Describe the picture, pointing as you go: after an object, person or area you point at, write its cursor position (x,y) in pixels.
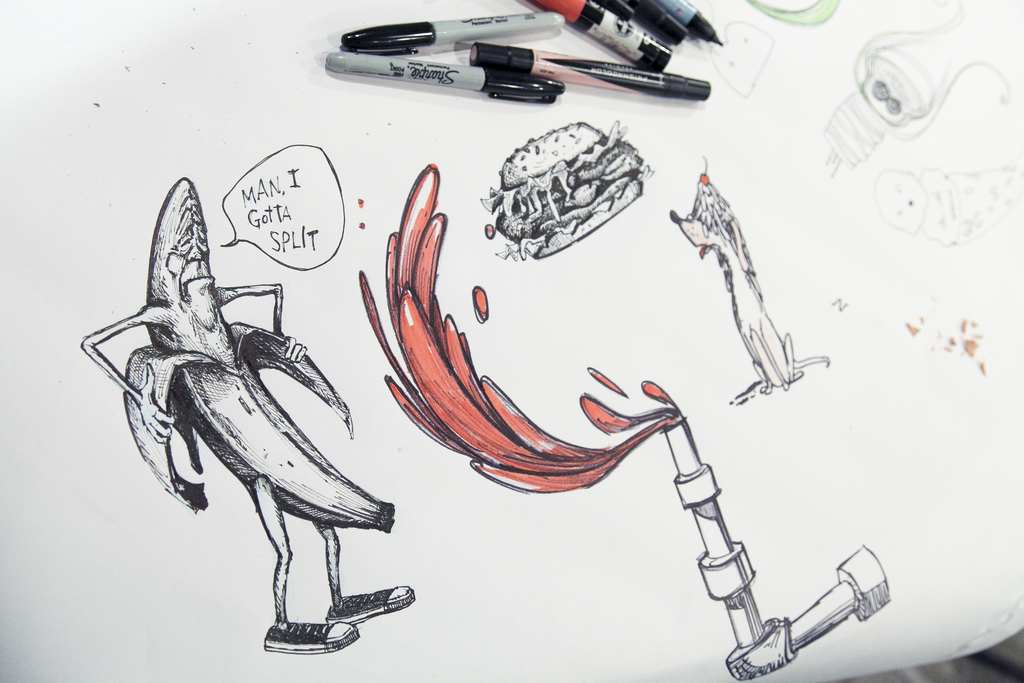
In this image I can see a white paper (523,285) and on it I can see few drawings (286,538). I can also see few markers (487,61) and here I can see something is written.
